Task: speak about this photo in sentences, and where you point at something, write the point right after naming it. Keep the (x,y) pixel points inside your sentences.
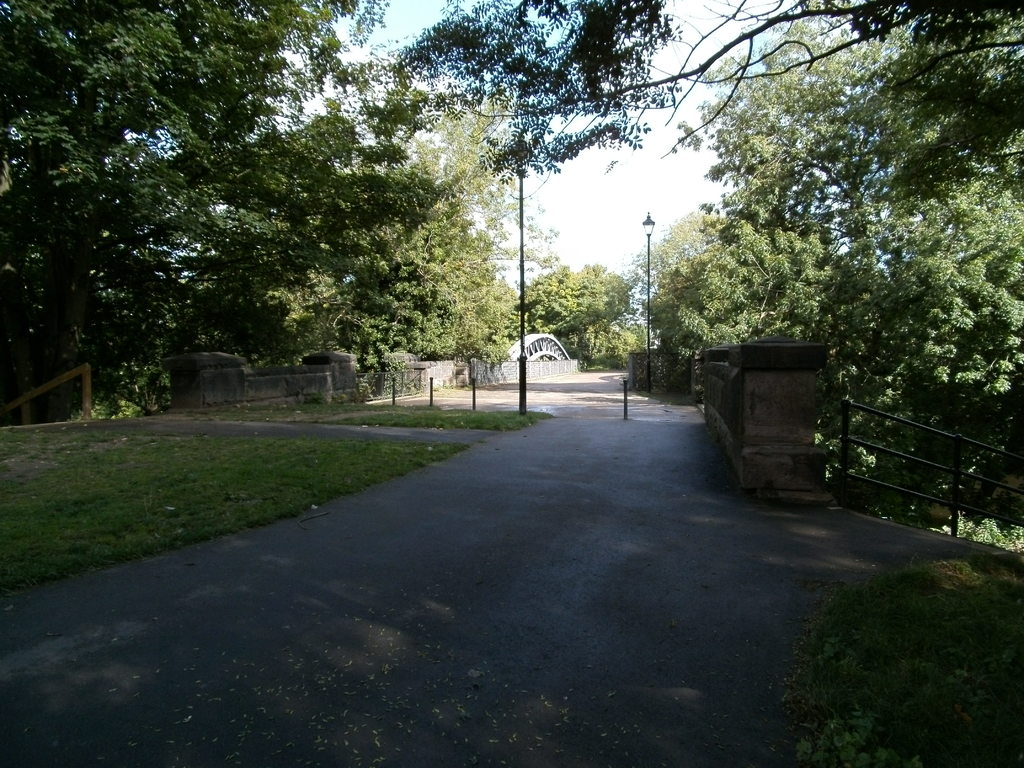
In this image I can see a road (567,568) with a wall (719,380) made up of rocks (736,417) on both sides. I can see an arch (532,357) over the wall (504,371) on the left side (292,383). I can see some poles (626,385), some of them are holding lights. I can see grills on both sides of the image. I can see some grass (298,492) on the ground (329,427). I can see some trees (733,135) on both sides of the road (586,555).
